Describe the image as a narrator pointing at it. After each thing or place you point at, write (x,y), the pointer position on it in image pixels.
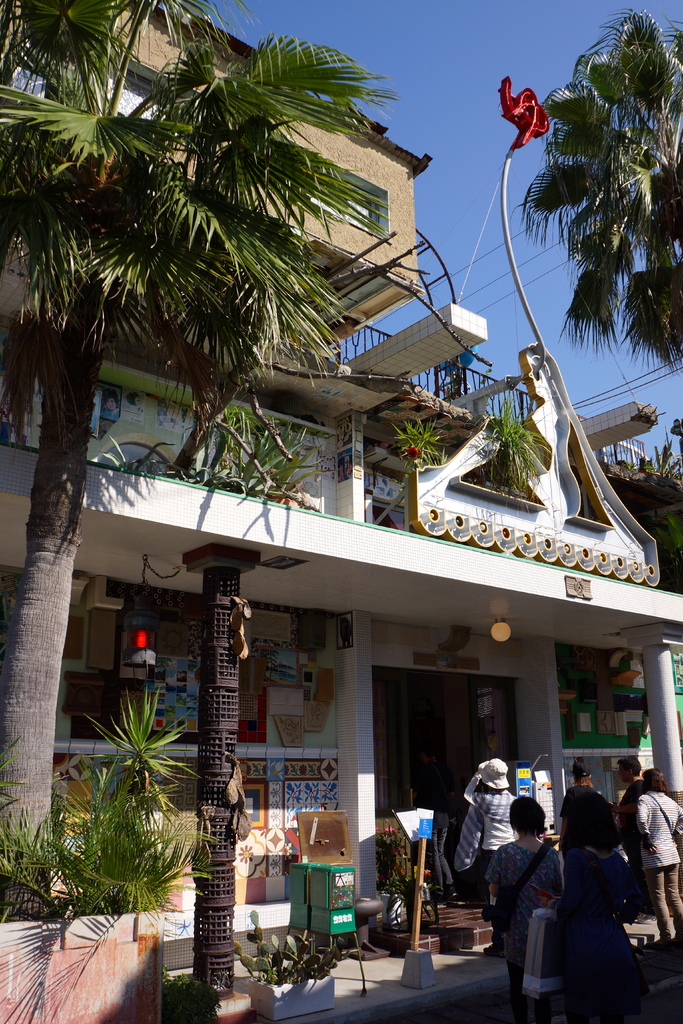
In this image we can see a building (389,530). There are few cables (651,374) in the image. There are few trees (226,308) in the image. There are many plants (130,858) in the image. We can see many people (552,882) in the image. There is a light (140,665) in the image. There are few boards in the image. We can see the sky (613,387) in the image.
